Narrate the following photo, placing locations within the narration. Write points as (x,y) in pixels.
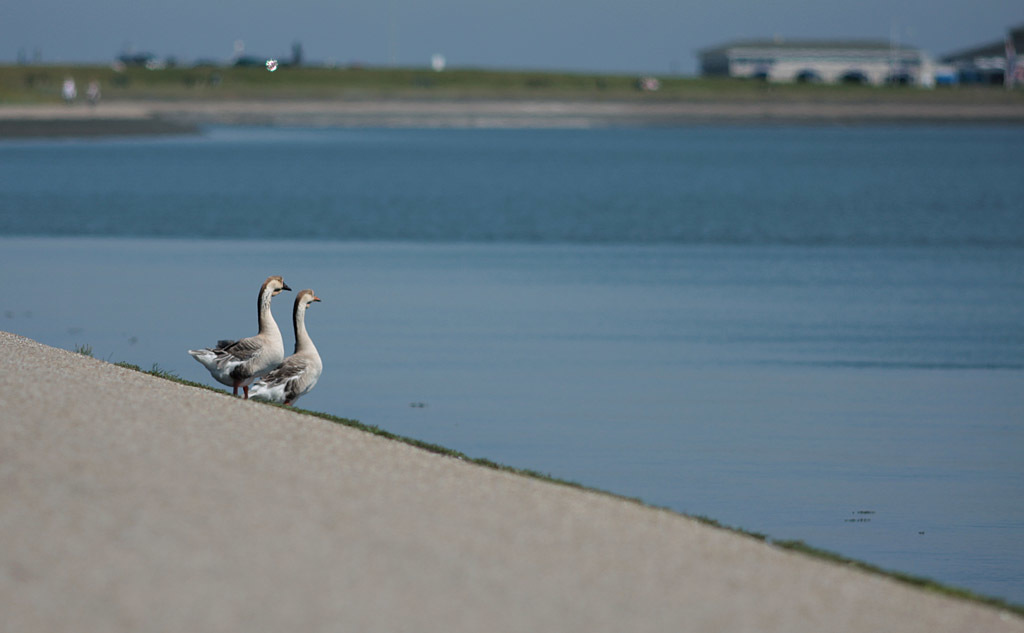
In this image there are two birds (282,392) in the foreground (316,386). There is a water body (475,257) here. In the background (874,37) there are buildings (820,63), sky (259,30). The background (189,78) is blurry.
